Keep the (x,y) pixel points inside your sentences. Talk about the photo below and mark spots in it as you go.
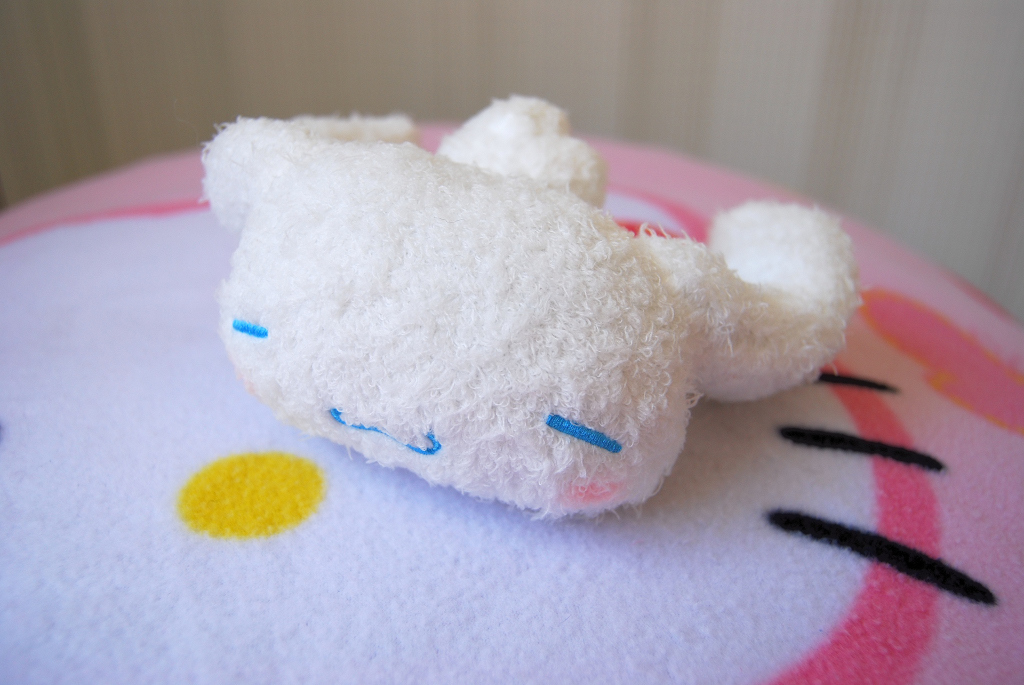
In the center of the image (468,293) there is a toy (702,269). In the background of the image (423,75) there is a wall (300,46).
